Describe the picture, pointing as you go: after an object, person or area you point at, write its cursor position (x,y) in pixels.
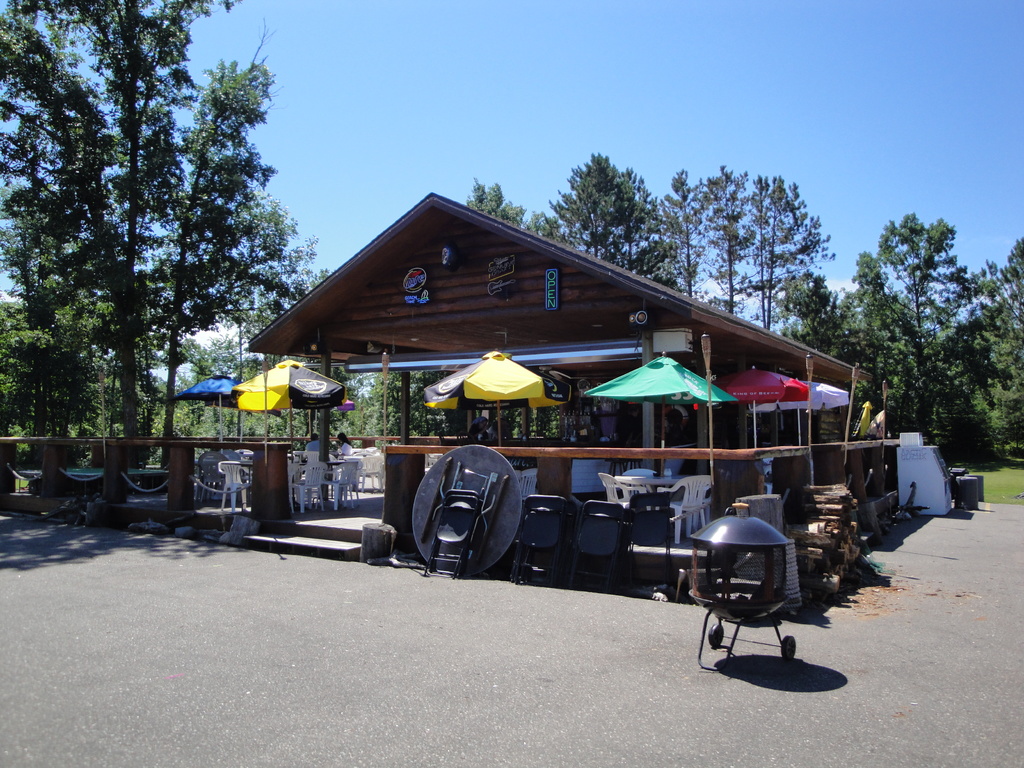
This picture is clicked outside. On the right (768,610) there is an object (742,552) placed on the ground (847,663). In the center (564,289) we can see a cabin (383,253), umbrellas (528,383), lamp posts (809,392), chairs (459,547), some wooden objects (269,487) and many other objects (910,474) and we can see the text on the boards (413,277) which are hanging on the wall (421,307) of the cabin (499,314) and we can see the group of people (315,449) seems to be sitting on the chairs (366,466). In the background (416,101) we can see the sky (416,59) and the trees (969,388) and the green grass (990,466).
